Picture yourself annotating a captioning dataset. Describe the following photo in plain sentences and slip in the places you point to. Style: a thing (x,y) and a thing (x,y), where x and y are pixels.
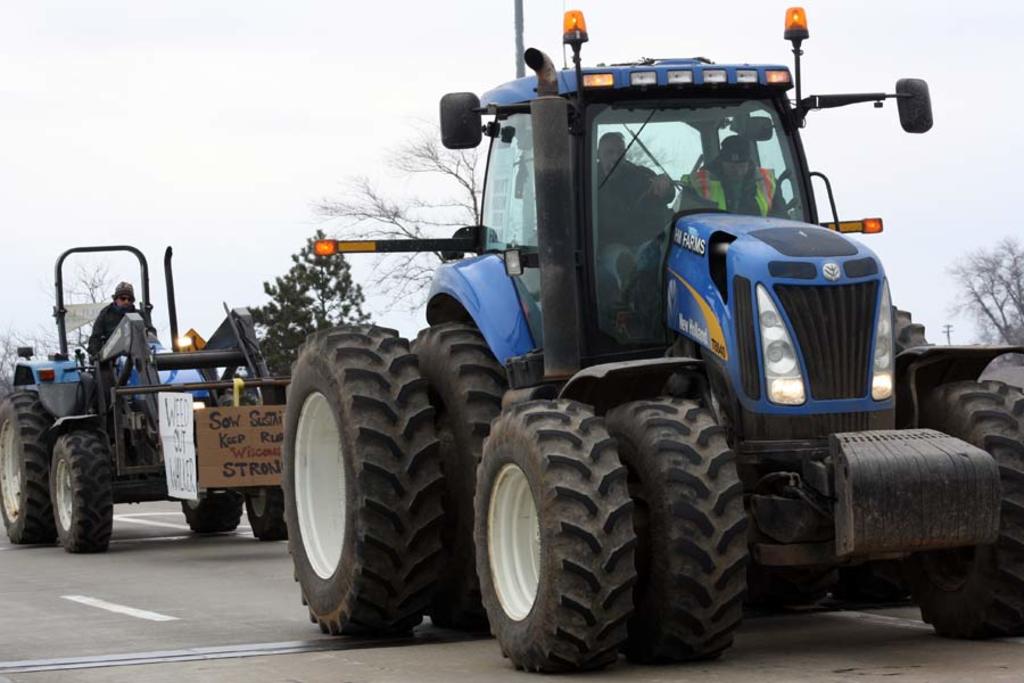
In the picture there are two tractors (325,442) moving on the road (257,547) both are of blue color and behind the vehicles (236,328) there are some trees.
